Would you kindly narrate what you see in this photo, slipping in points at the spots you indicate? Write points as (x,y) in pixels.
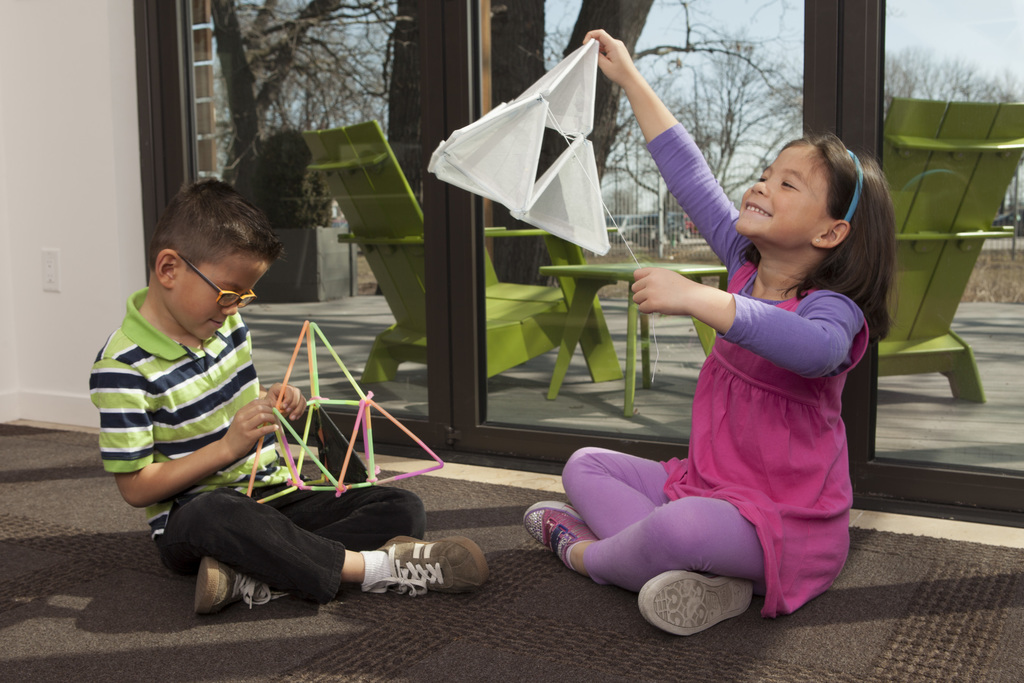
In this picture I can see a boy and a girl (675,185) playing with toys (381,463) and from the glass (669,237) I can see chairs (580,250) and a table (632,299) and I can see trees (547,131) and a cloudy sky (897,49).
